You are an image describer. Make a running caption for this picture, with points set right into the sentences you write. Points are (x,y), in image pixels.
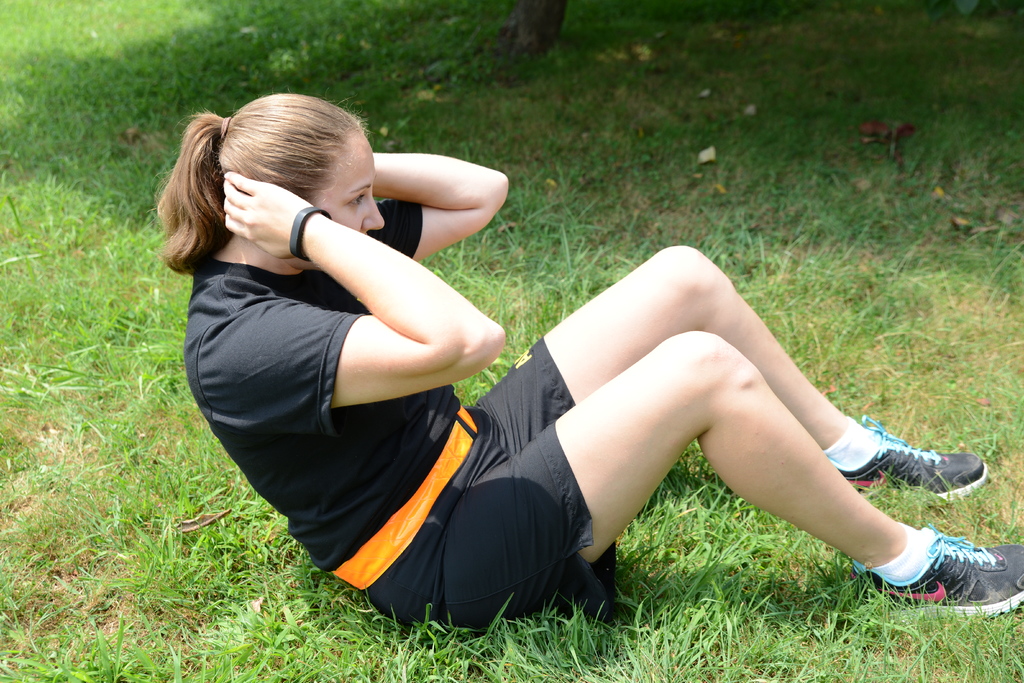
In this image I can see a woman (550,421) on grass (654,550). This image is taken may be in a park (899,192) during a day.
